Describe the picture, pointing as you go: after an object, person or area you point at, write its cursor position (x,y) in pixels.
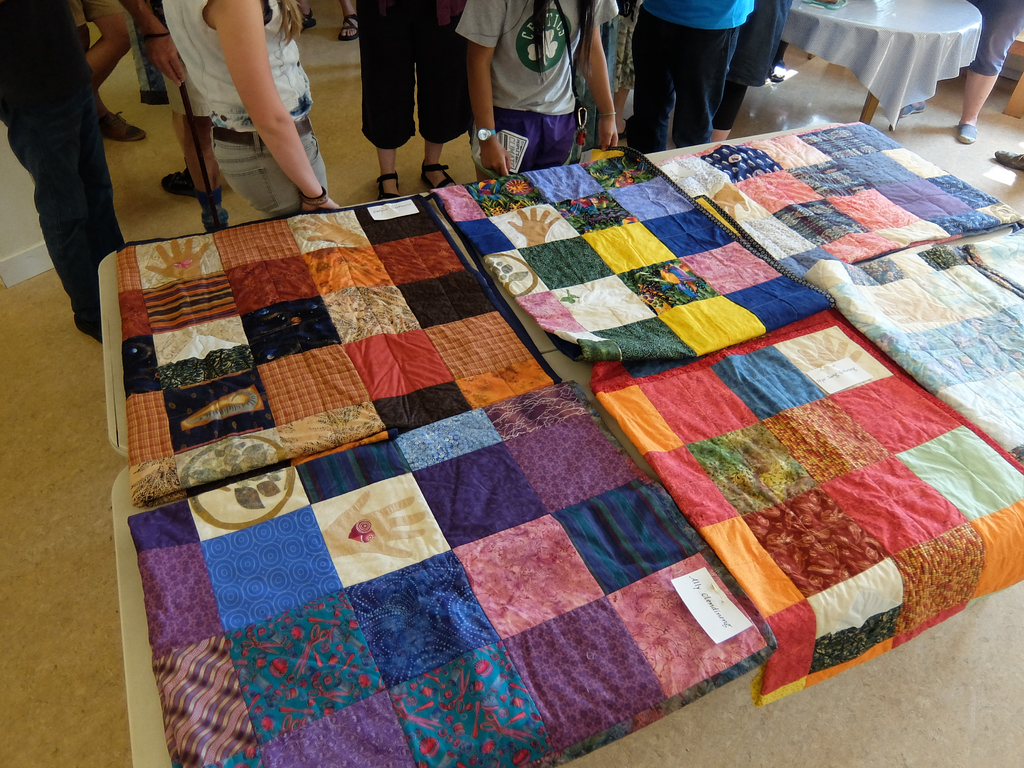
In this picture I can see many blankets (628,331) which are kept on the table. At the top (293,153) I can see many men (24,12) and women (607,23) are standing on the floor (360,140). In the top right corner (900,105) I can see the round table (916,33) which is placed near to the bench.
